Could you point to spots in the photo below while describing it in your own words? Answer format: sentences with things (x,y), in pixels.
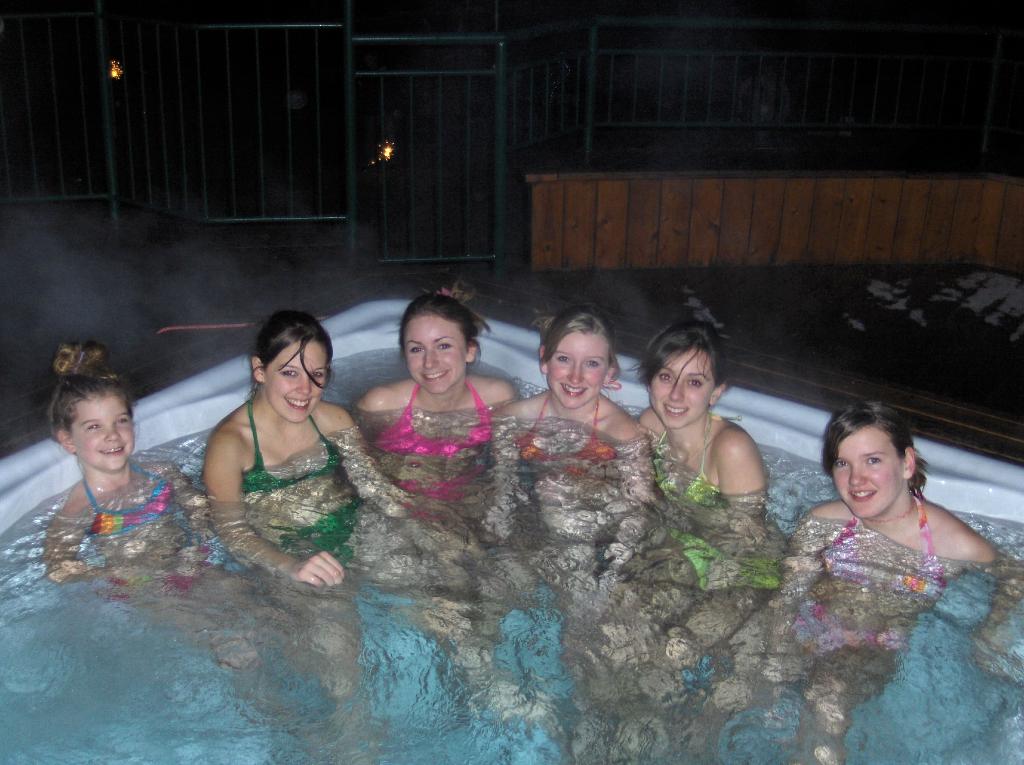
These people (912,540) are in water (729,706). Background (25,153) there is a fence (106,153).
